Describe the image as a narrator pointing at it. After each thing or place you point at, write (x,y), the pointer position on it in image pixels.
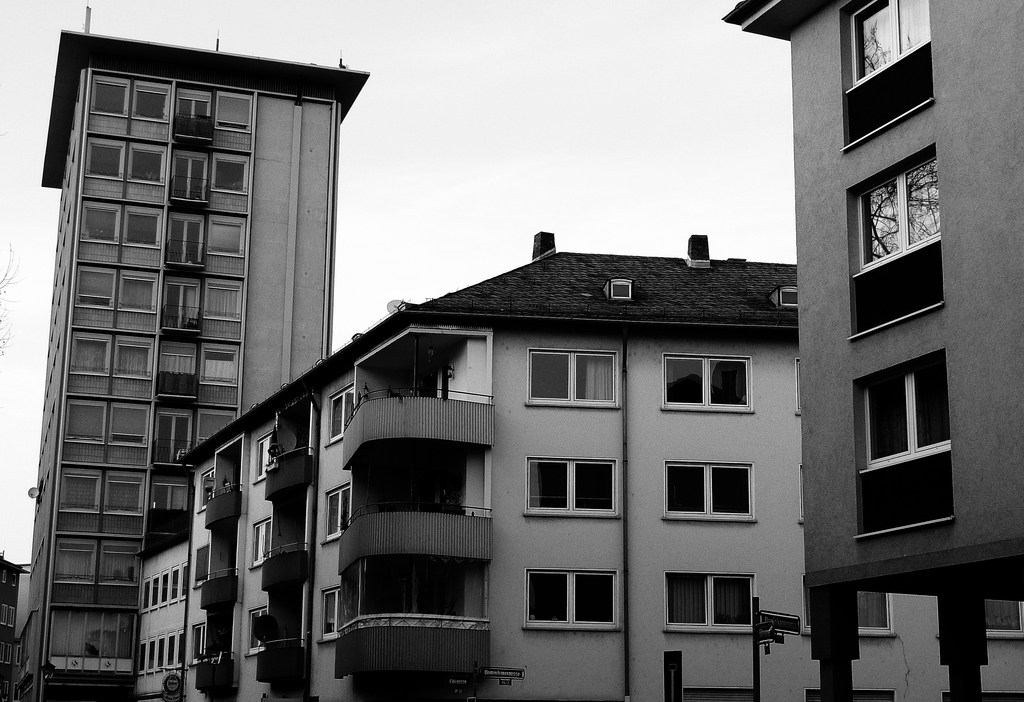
In this image there are buildings (662,644). There are glasses (719,391) for windows (727,611). There is a sky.
